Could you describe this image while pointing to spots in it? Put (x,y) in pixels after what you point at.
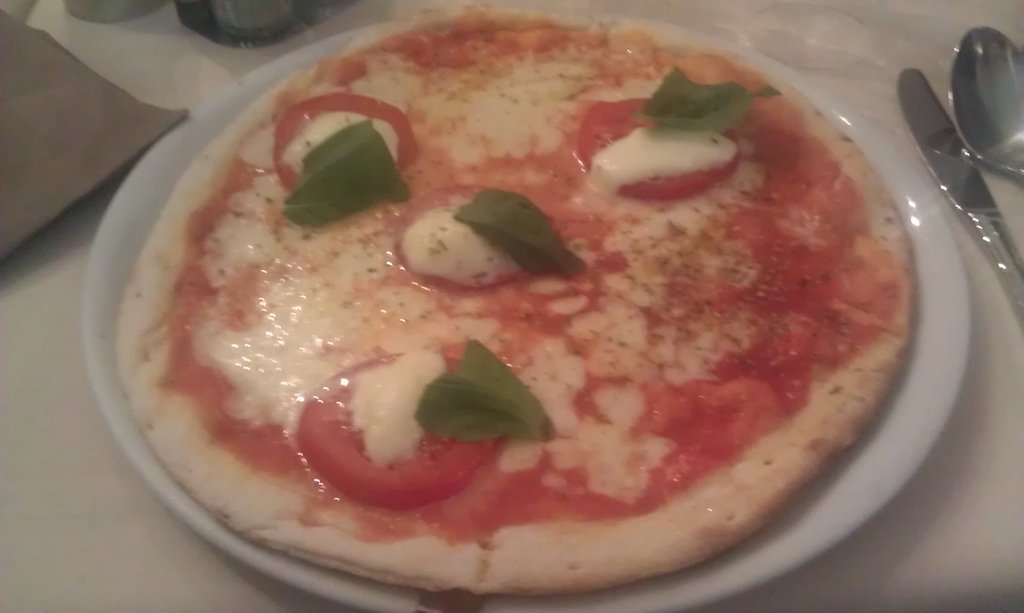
In this image we can find food item (700,457) on the plate (874,479), and there are four tomato slices (404,117), and four leaves (498,193) on it, beside to it there is a spoon (977,154) and a knife (975,185).
